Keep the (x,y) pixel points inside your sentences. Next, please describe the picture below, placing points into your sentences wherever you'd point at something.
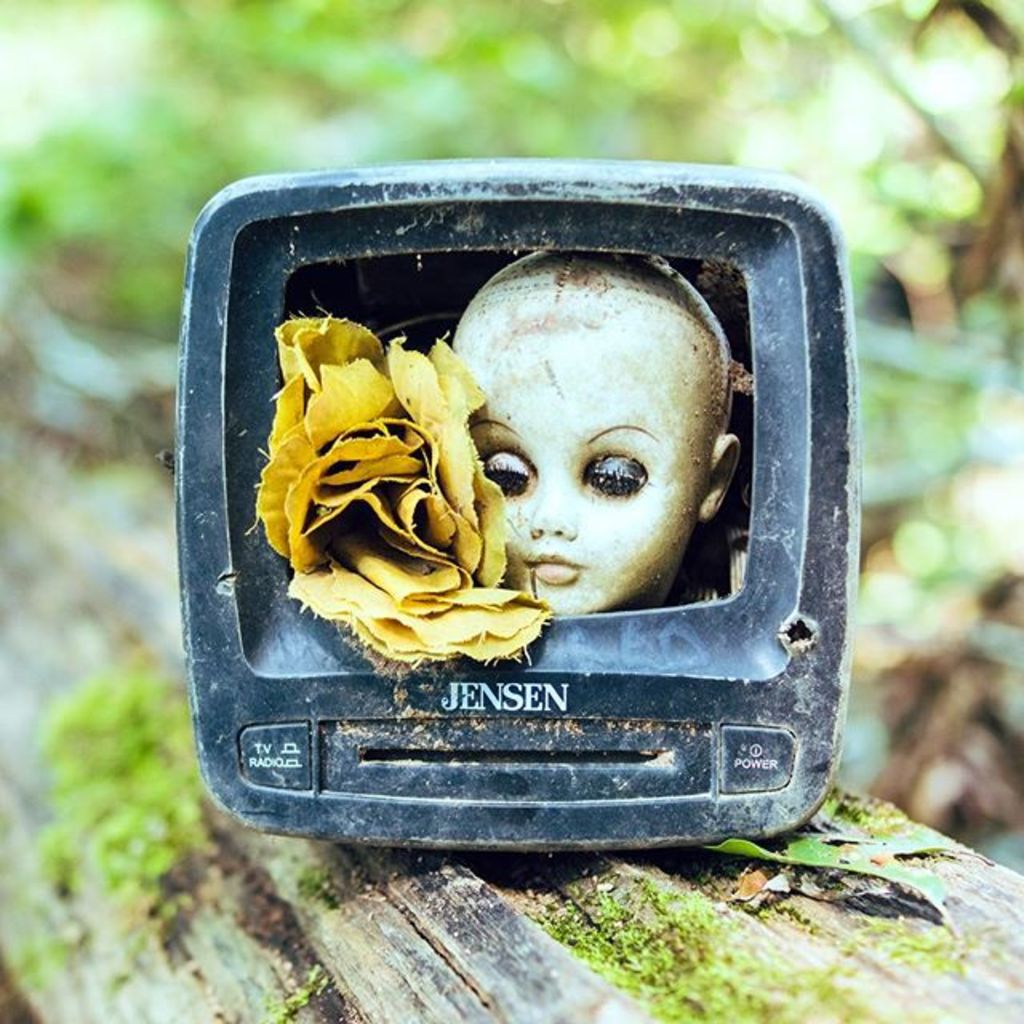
In this image there is an object (572,668) on a wood log (614,917). In the object (504,719) there is a flower (376,478) and a face (561,441) of a doll (531,562). There is text (294,748) on the object (388,745). There is moss (638,939) on the log (201,871). The background (823,66) is blurry.
